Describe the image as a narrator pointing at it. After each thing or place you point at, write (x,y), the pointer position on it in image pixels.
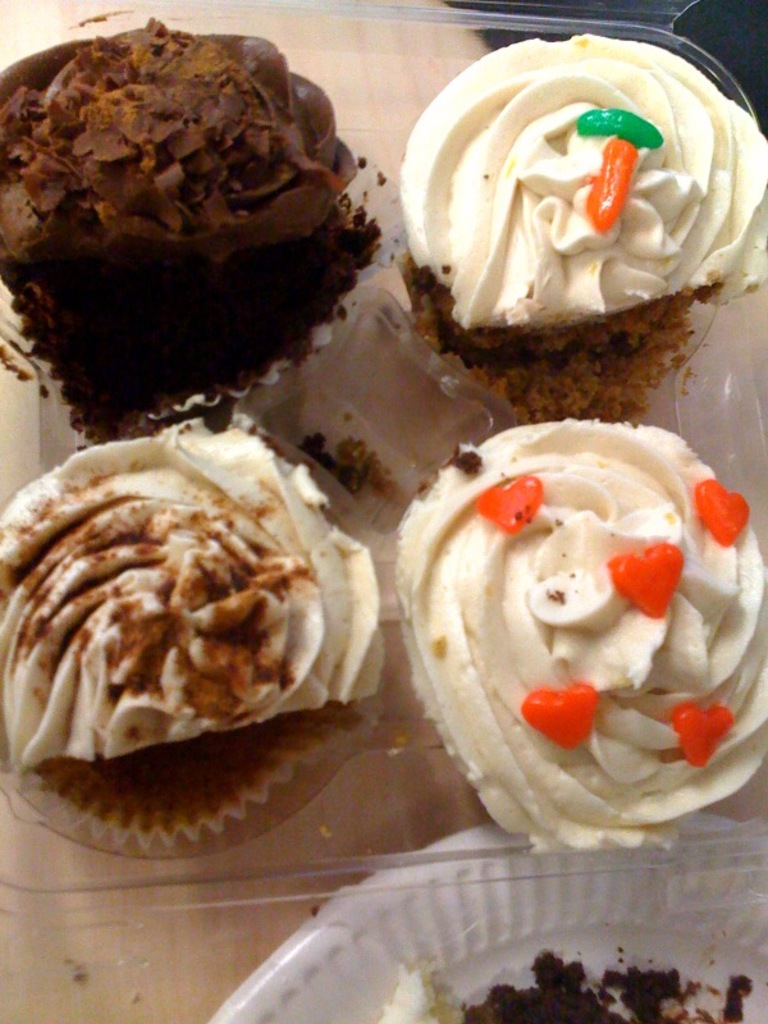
In this picture there are muffins (328,304) in the box (15,783) and there is a white plate (353,934). At the bottom (158,1018) there is a table (56,927).
